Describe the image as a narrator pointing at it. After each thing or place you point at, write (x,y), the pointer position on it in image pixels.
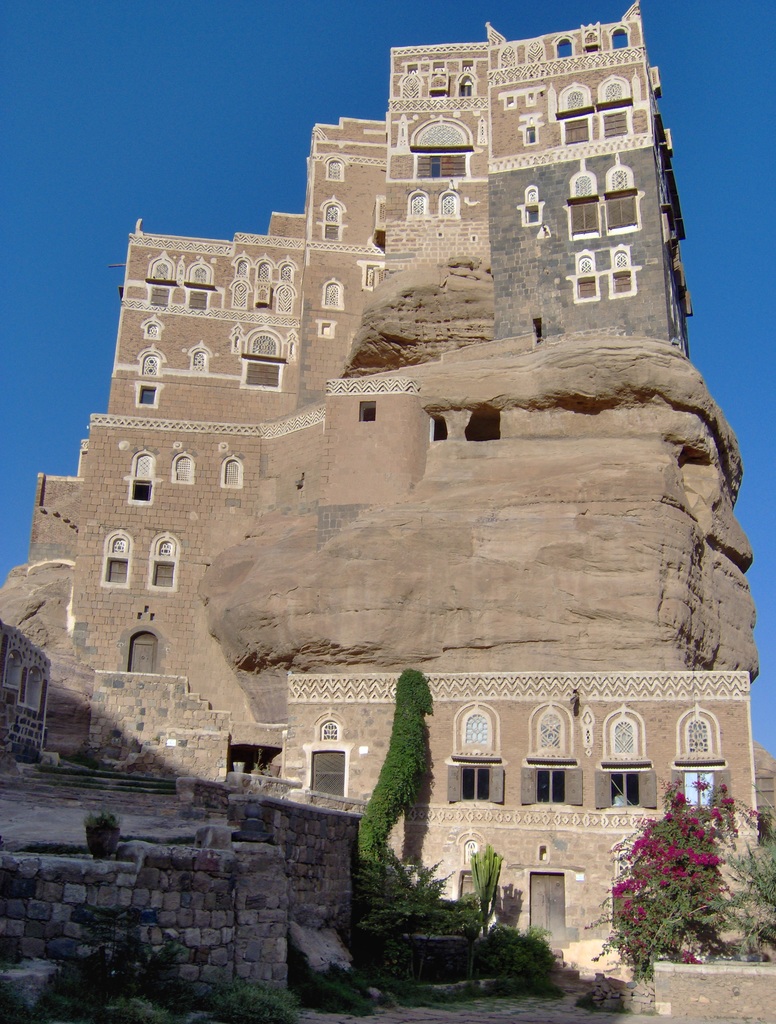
Here we can see a castle (649,284). To this castle (568,937) there are windows (630,229) and doors (332,772). In-front of this castle (362,401) there are plants (334,981). Sky (118,181) is in blue color.
